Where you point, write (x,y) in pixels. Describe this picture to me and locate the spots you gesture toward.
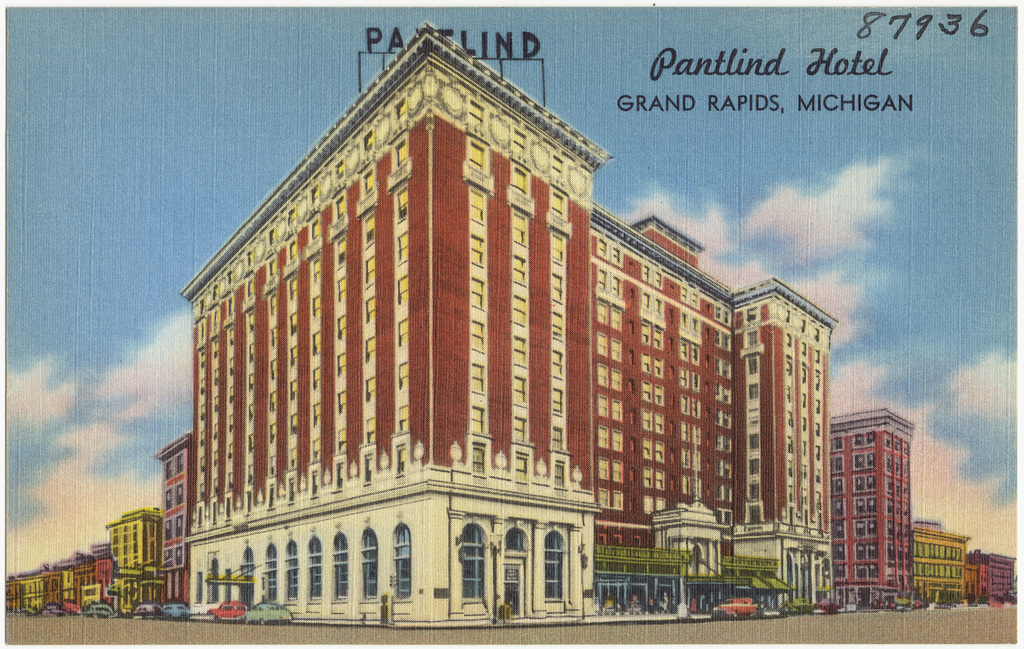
In this picture I can see there is a building (396,491), it has windows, there are few cars (95,613) parked on the left side (292,614) and there is a road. There is a name board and the sky (874,37) is cloudy.
